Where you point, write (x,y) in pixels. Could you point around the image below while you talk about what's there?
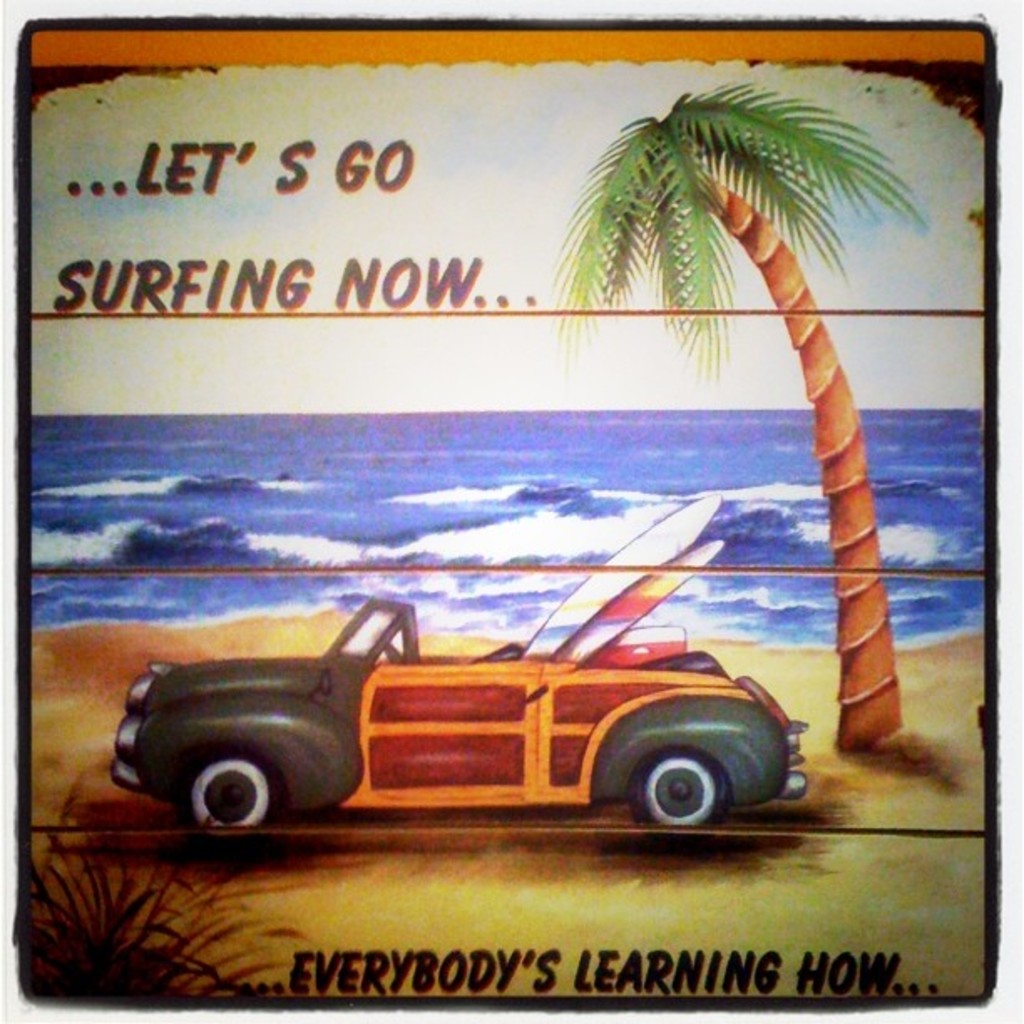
This is an edited image in which there is some text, there are leaves (122,953) and there is a tree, there is an ocean (523,473) and there is a car (664,680).
